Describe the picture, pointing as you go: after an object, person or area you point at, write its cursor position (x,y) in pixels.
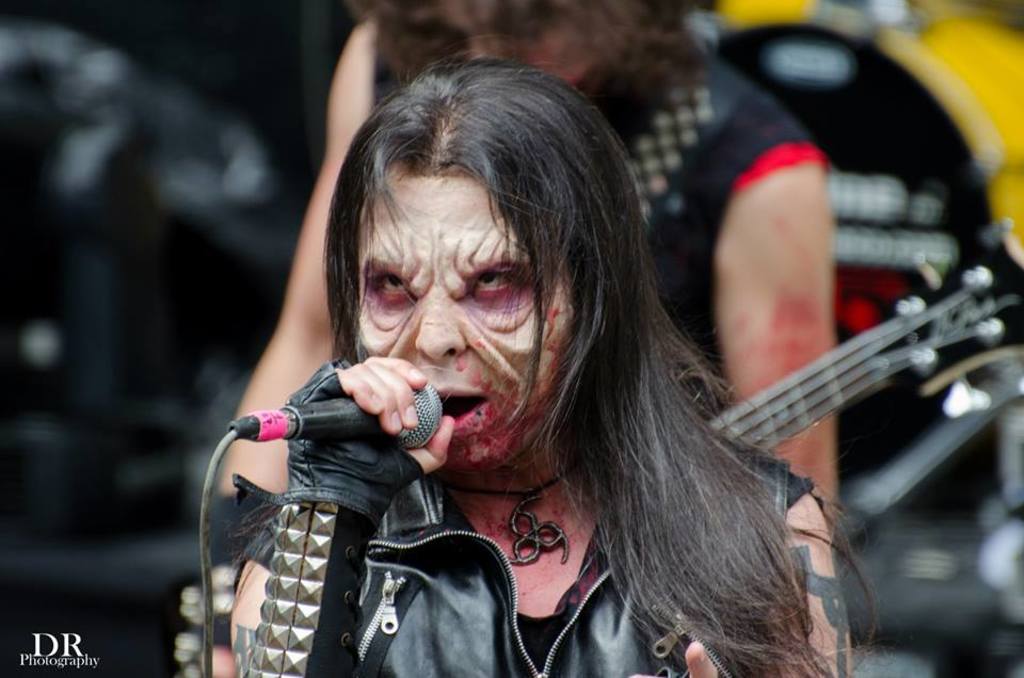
This picture shows a woman (490,395) holding a microphone (415,431) and speaking something, in the background (749,290) we can see a person (759,246) holding a guitar (795,381) and also we can see a drum (914,93), the woman (650,524) in the front (409,542) wore costumes (420,543).
